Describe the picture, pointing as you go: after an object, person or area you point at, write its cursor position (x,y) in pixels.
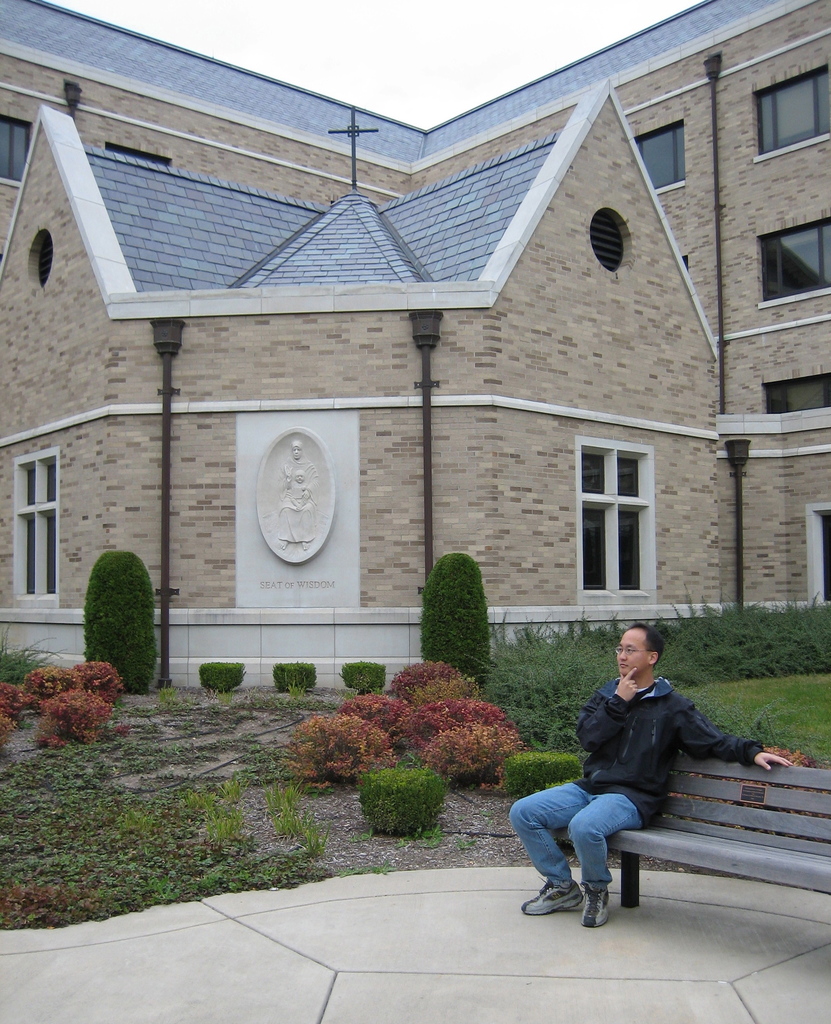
In this image there is a person (630,801) sitting on the bench (631,883). At the back (433,370) there is a building (345,212), at the bottom (141,770) there are trees (144,573) and plants (711,679). At the top (449,19) there is a sky (483,32) and there is a sculpture (311,476) on the building (213,389).
